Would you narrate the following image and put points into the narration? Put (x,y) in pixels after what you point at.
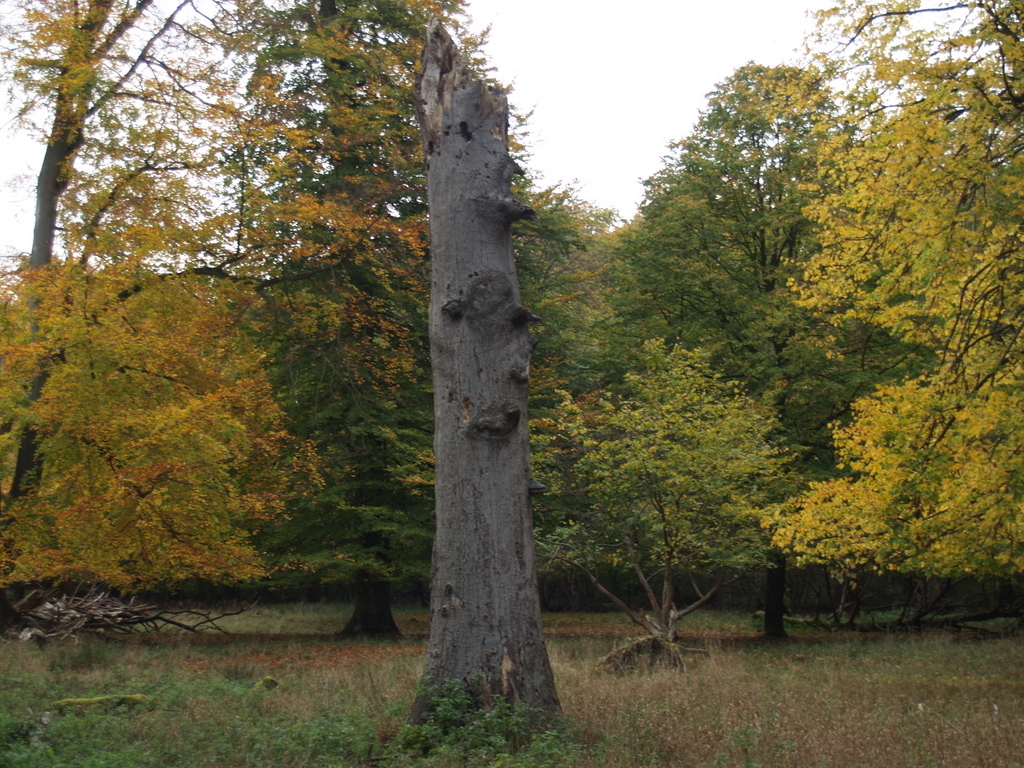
This image is taken outdoors. At the top of the image (614,101) there is the sky (612,119). At the bottom of the image (484,732) there is a ground (231,697) with grass (693,706) on it. In the middle of the image (648,451) there are many trees (194,543) with leaves (275,449), stems (55,199) and branches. There are a few plants (552,744) on the ground (279,670).
